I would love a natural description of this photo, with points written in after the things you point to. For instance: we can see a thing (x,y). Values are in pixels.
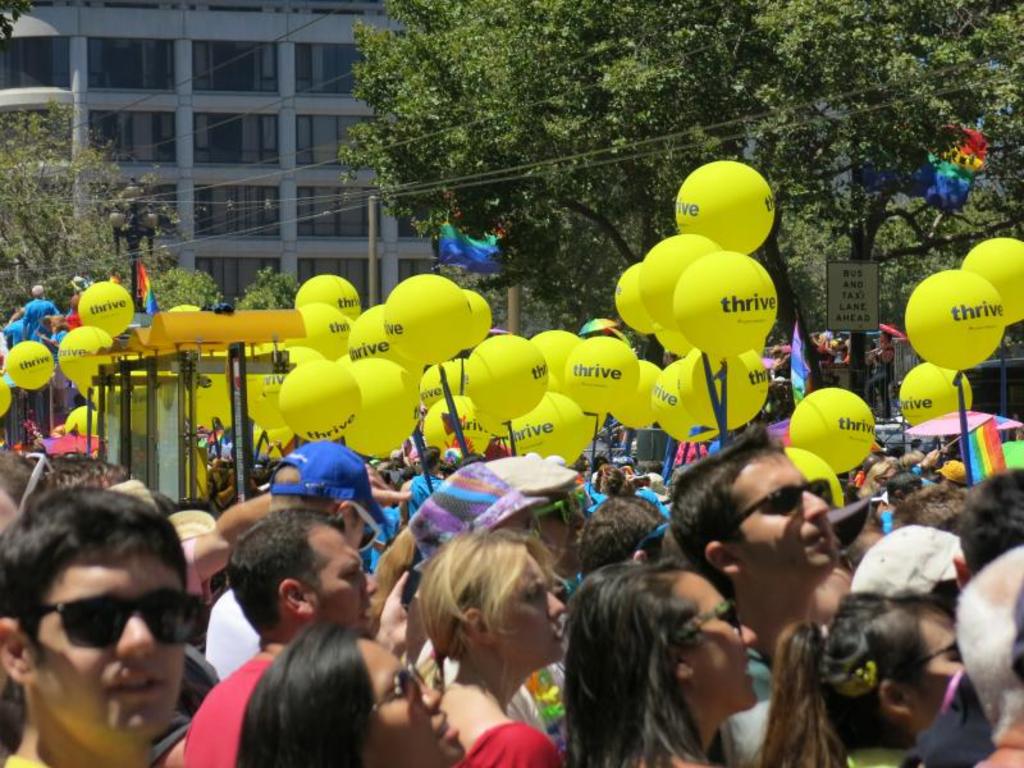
In the picture we can see a public (670,696) stand on the road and holding the balloons (730,171) which are light yellow in color and written on it as thrive and in the background (266,257), we can see some poles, trees (69,136) and a building (126,114) with glasses (270,156) to it.
